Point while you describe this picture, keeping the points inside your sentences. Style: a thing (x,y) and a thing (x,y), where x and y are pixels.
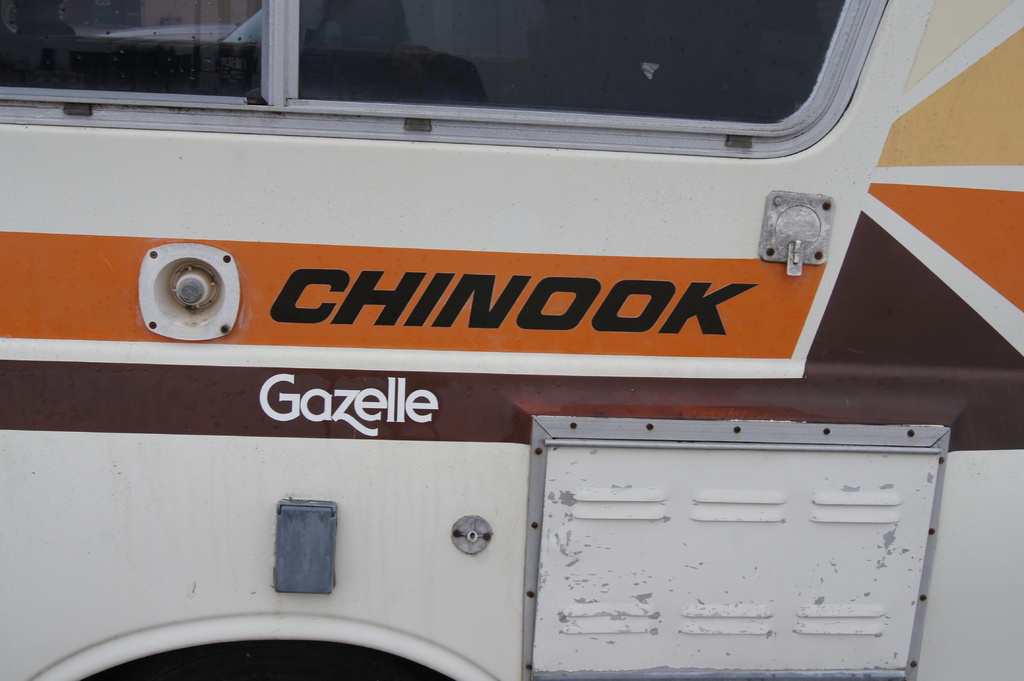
Here we can see a vehicle (419,399) and there is a text (332,275) written on it and this is a glass window (394,97).
